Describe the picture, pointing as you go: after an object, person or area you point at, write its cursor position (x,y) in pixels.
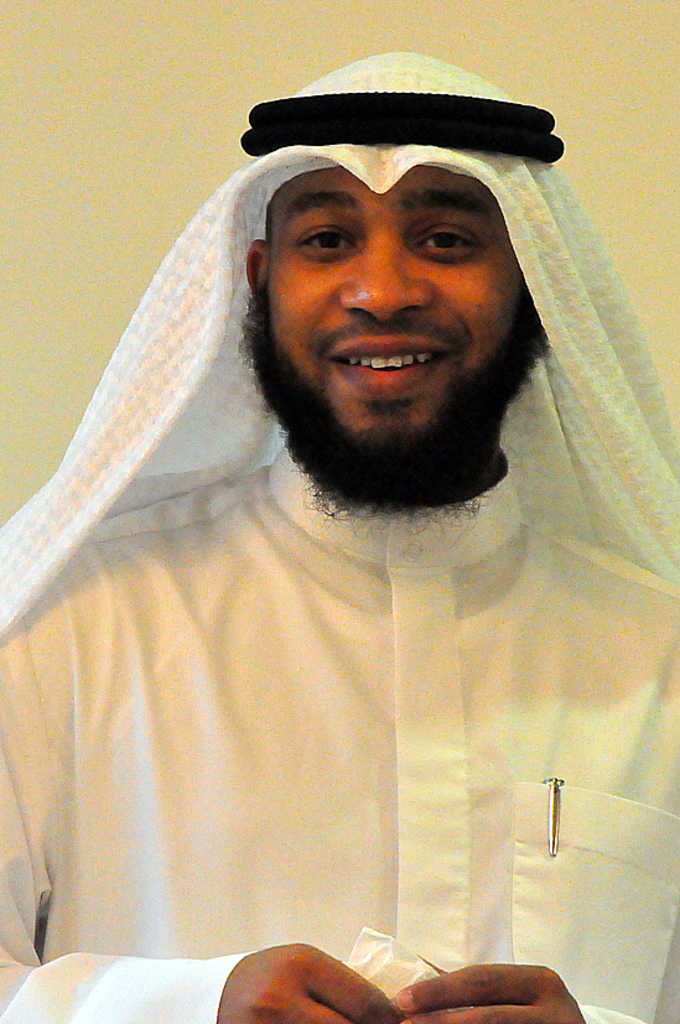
In this picture we can see a man (523,966). He is in a white color dress (351,764) and he is smiling.
